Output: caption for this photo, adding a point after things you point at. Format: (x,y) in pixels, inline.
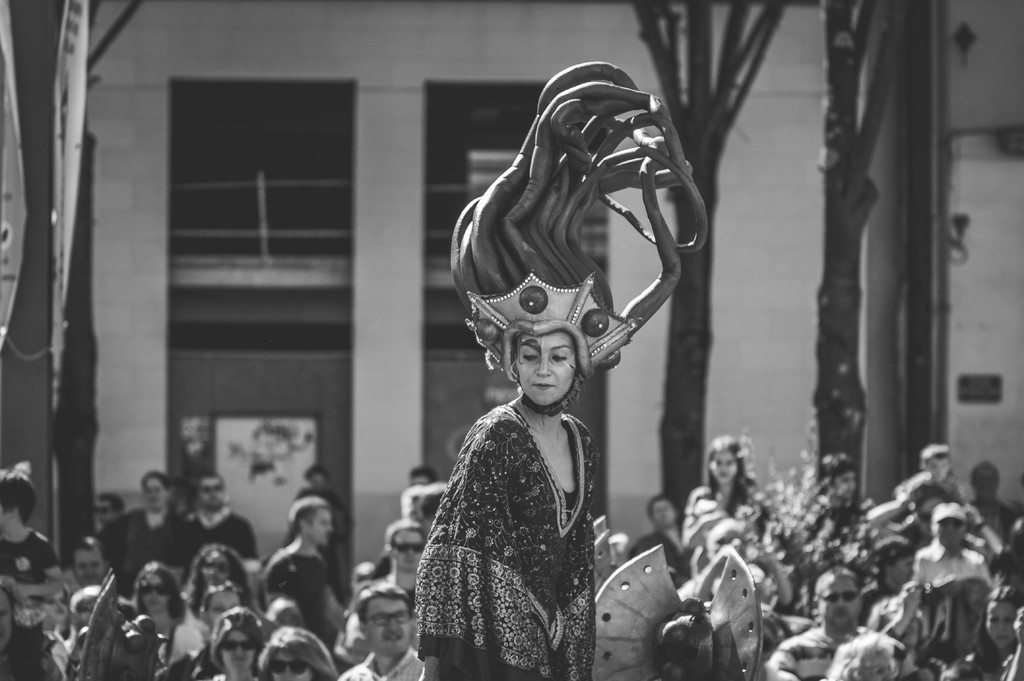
In this image we can see a black and white picture of a woman (535,534) standing and wearing a helmet (573,266). In the background (895,560), we can see a group of people (952,605), a group of trees (796,497), building (418,411).
